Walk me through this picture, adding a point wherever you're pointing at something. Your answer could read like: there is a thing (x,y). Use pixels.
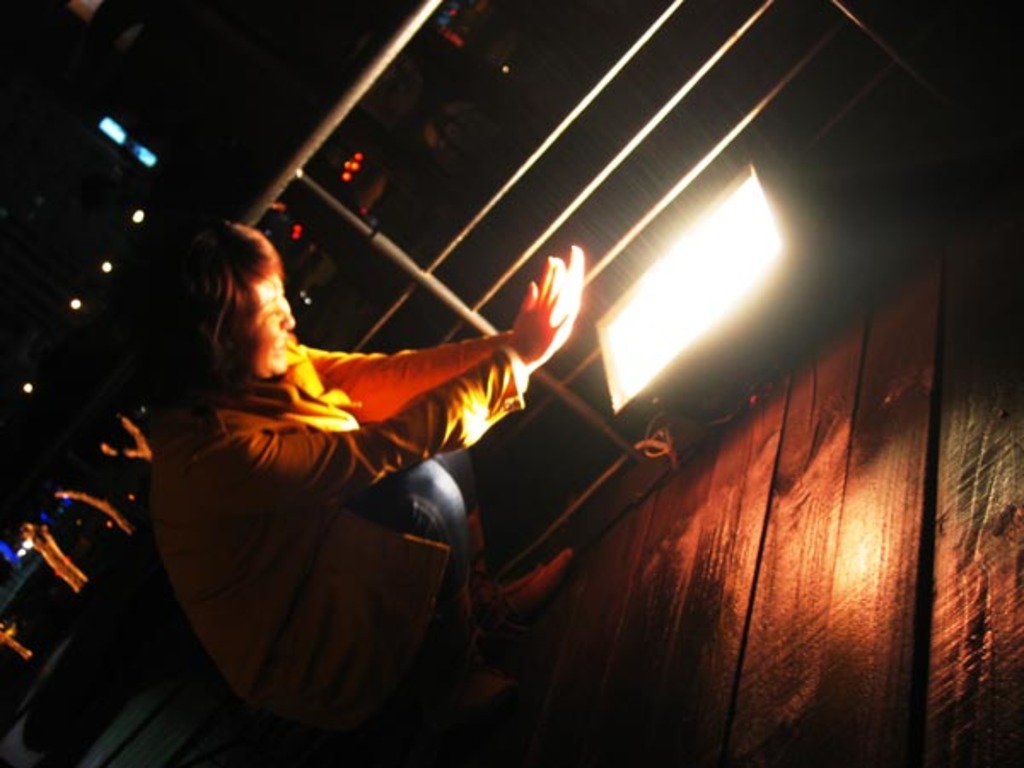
In this image I can see a woman (471,517) and I can see she is wearing yellow colour jacket (405,396). On the right side of this image (713,245) I can see a light (677,270) and the railing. I can also see few more lights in the background (372,195) and I can see this image is little bit in dark.
